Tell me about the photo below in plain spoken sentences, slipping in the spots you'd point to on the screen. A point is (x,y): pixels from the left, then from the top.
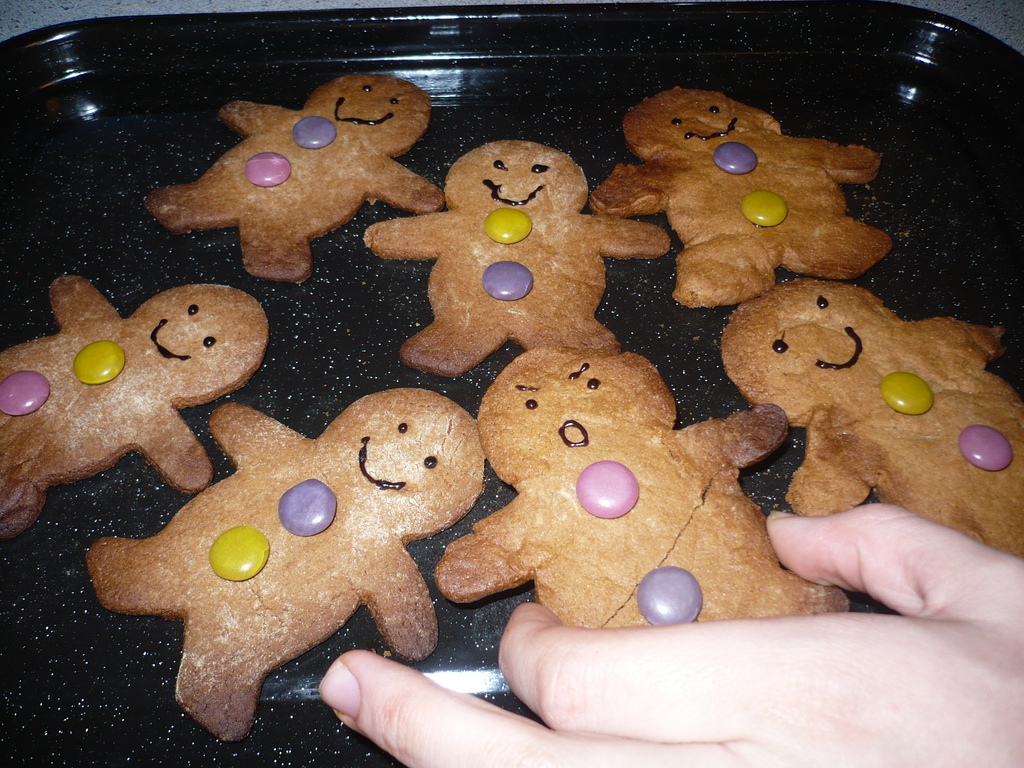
In this picture we can see cookies (305,204) in the tray (632,308) and we can see hand (691,678) of a person (945,614).
